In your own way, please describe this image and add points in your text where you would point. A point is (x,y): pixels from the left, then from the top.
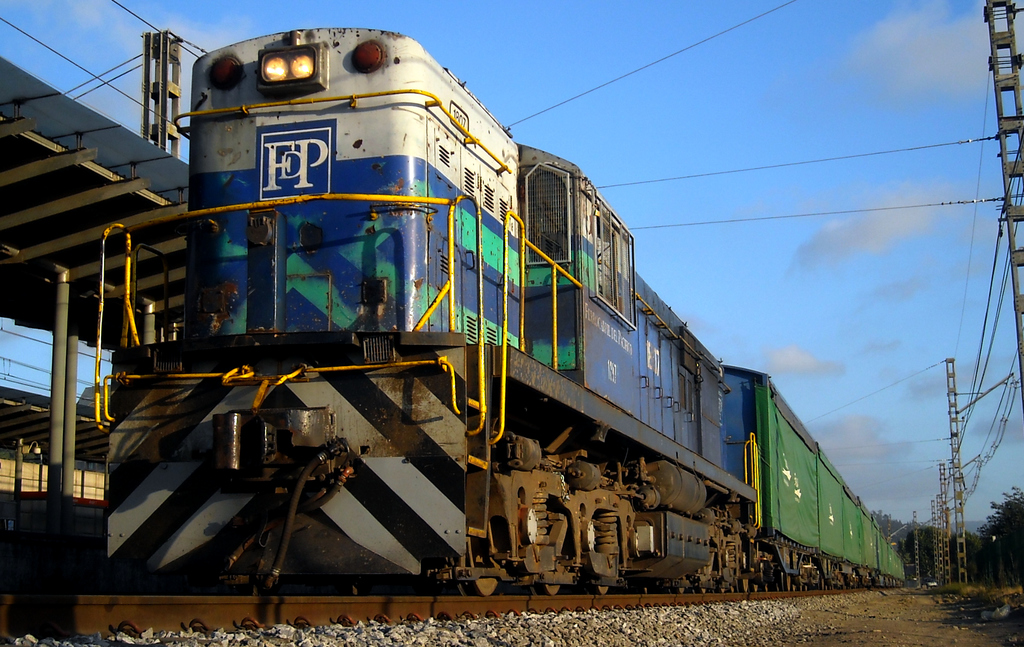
In the image there is a train (453,527) on a railway track (245,618) and around the train (599,314) there are towers (945,532) attached with wires (948,146) and there is a platform (87,233) behind the train (118,377).
